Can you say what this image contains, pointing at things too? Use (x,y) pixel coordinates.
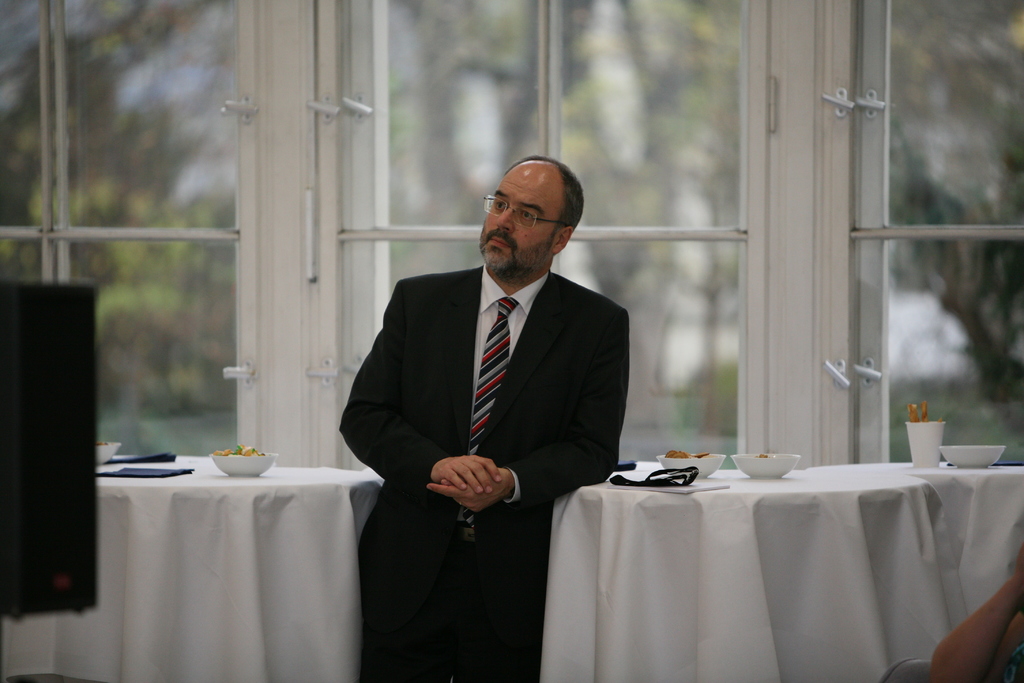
In this picture we can see a man (582,301) who is standing on the floor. This is the table (864,541). On the table (820,526) there is cloth (733,536), bowls (768,468), and cups (912,447). On the background (819,208) there is a door (716,175). Even we can see some trees (661,91) from the glass (622,301).
